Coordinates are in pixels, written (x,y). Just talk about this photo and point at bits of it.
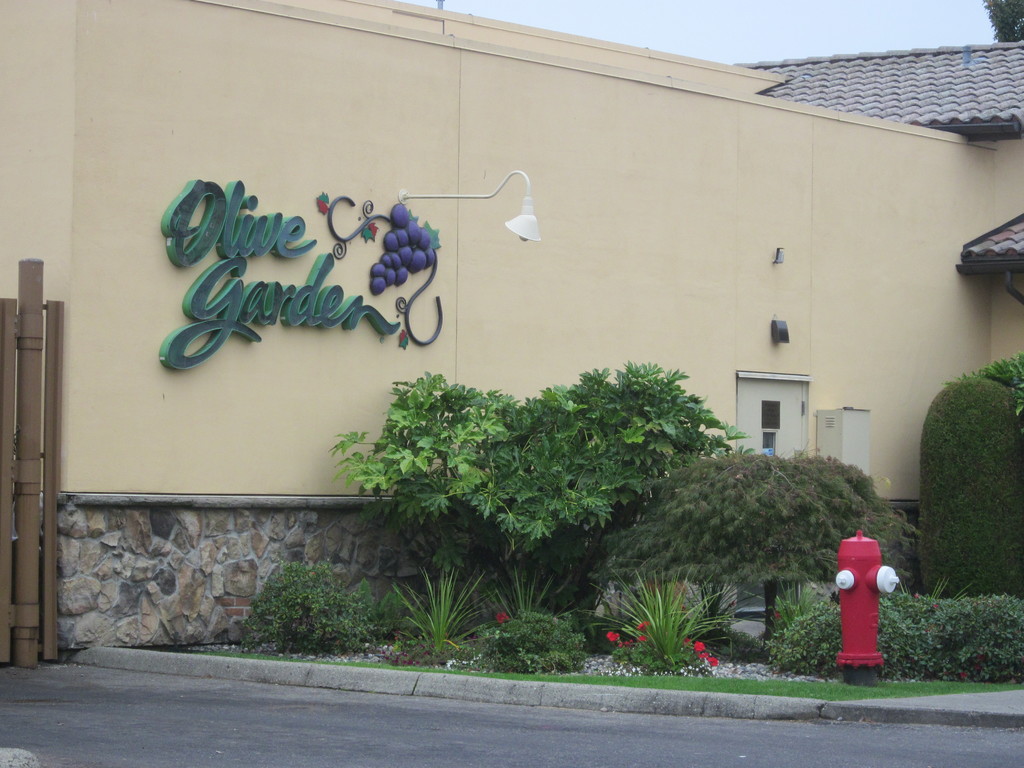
In this image I can see the ground (279,742), few plants (451,596), few red colored flowers (628,646), few trees (686,550), a fire hydrant (872,653) and a building (833,319) which is cream in color. I can see something is written on the wall (354,276) and a light (534,220) to the wall (509,186). In the background (806,14) I can see the sky (740,42).
